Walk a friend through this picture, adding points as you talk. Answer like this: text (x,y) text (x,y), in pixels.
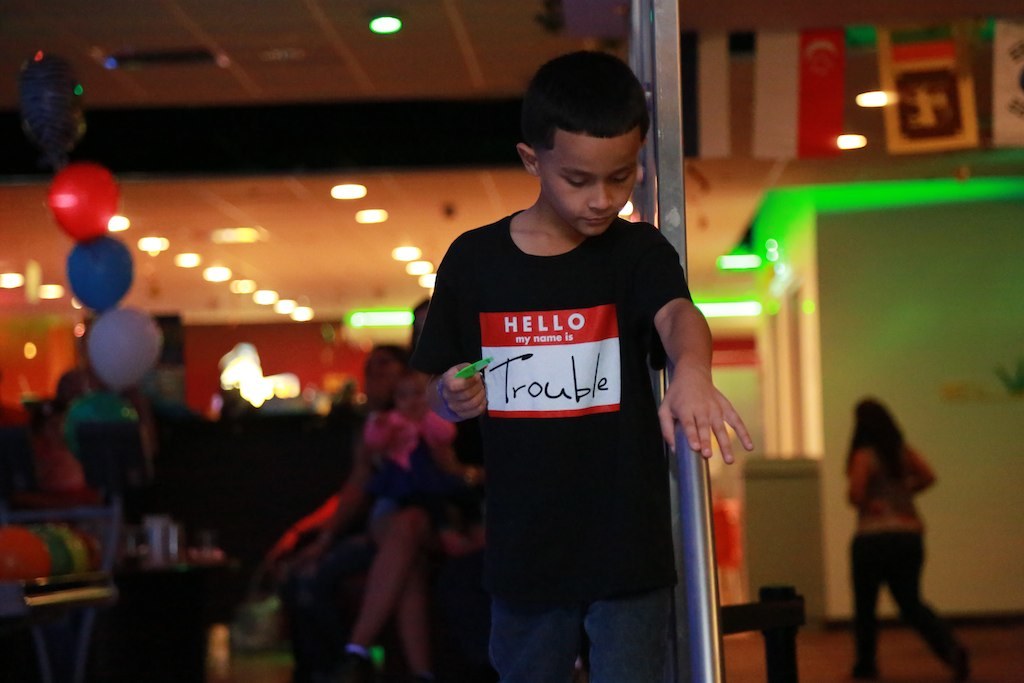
This is the boy (632,418) standing. This looks like a staircase holder (698,597). I can see the colorful balloons (117,337). These are the ceiling lights (343,194). I can see a person (393,606) sitting. On the right side of the image (874,600), I can see a woman (902,601) walking. I think these are the flags (889,74) hanging to a pole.
